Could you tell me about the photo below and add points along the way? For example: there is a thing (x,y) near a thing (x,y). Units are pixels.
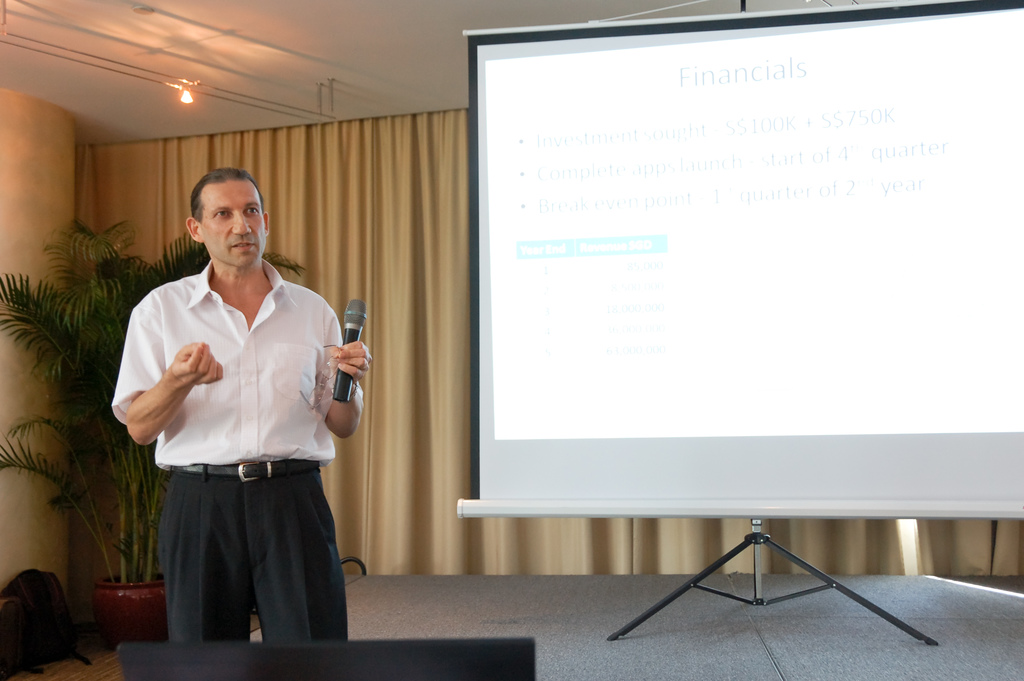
In this image we can see a person (264,290) wearing a white shirt (315,307) is holding a mic (355,339) and spectacles (323,403) and standing. In the background (788,358), we can see the projector screen (652,206) on which we can see something is displayed which is kept to the stand (727,554) and we can see a backpack (68,638), flower pot (113,602), curtains (281,224) and ceiling lights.
